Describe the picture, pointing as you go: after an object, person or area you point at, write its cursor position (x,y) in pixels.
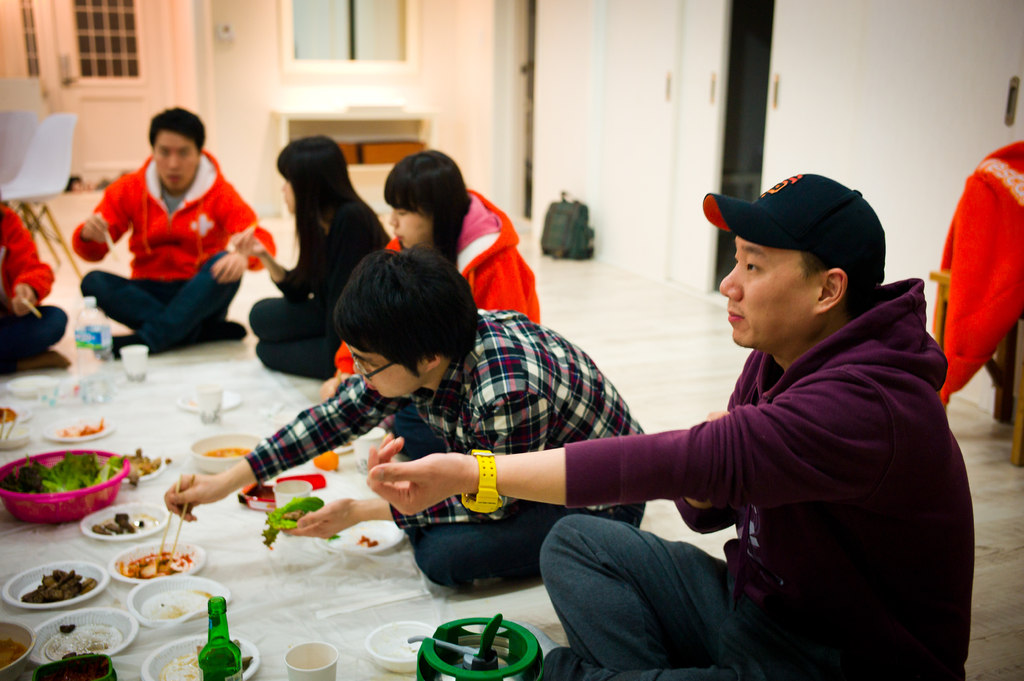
This picture is clicked inside the room (237,47). On the left (197,165) we can see the group of persons (12,274) sitting on the ground (483,593) and we can see a person (401,411) sitting on the ground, holding the chopsticks (176,528) and some food item (291,510) and we can see the bowls (47,493) and platters (179,654) containing food items (79,475), we can see the bottles (213,618), glasses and some other objects (475,652) are placed on the ground (453,601). In the background (154,92) we can see the windows (112,0), wall (550,34) and some other objects (557,209).
